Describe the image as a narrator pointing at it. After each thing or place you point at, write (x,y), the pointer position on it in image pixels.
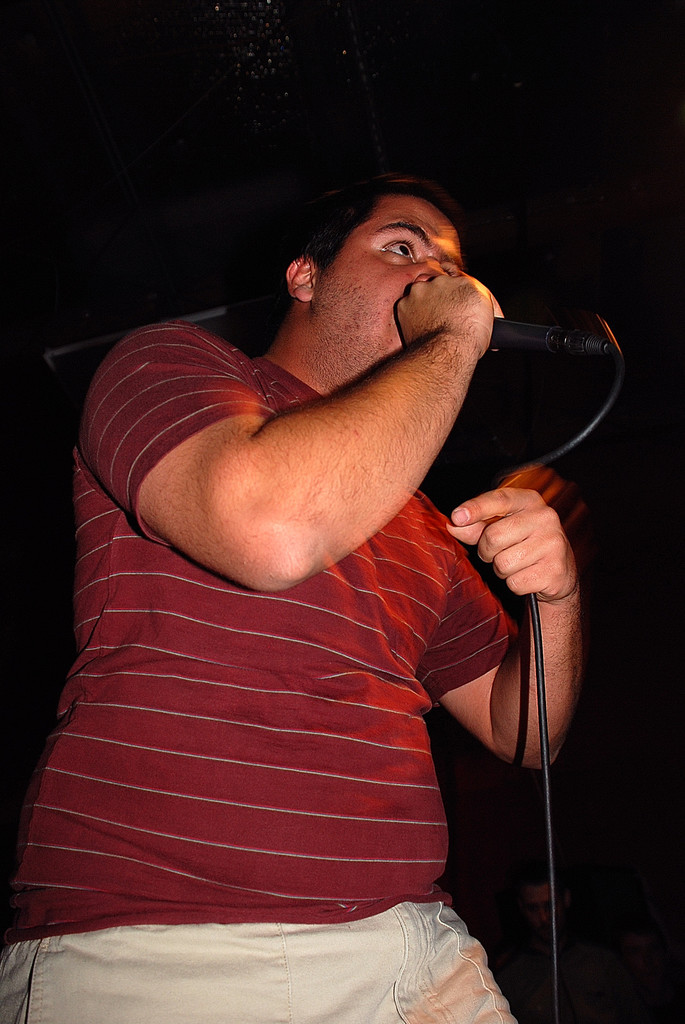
This is the picture of a man (255,773) wearing red shirt (222,633) and cream pant (273,960) is holding a mic (547,330) in his right hand (480,337).
